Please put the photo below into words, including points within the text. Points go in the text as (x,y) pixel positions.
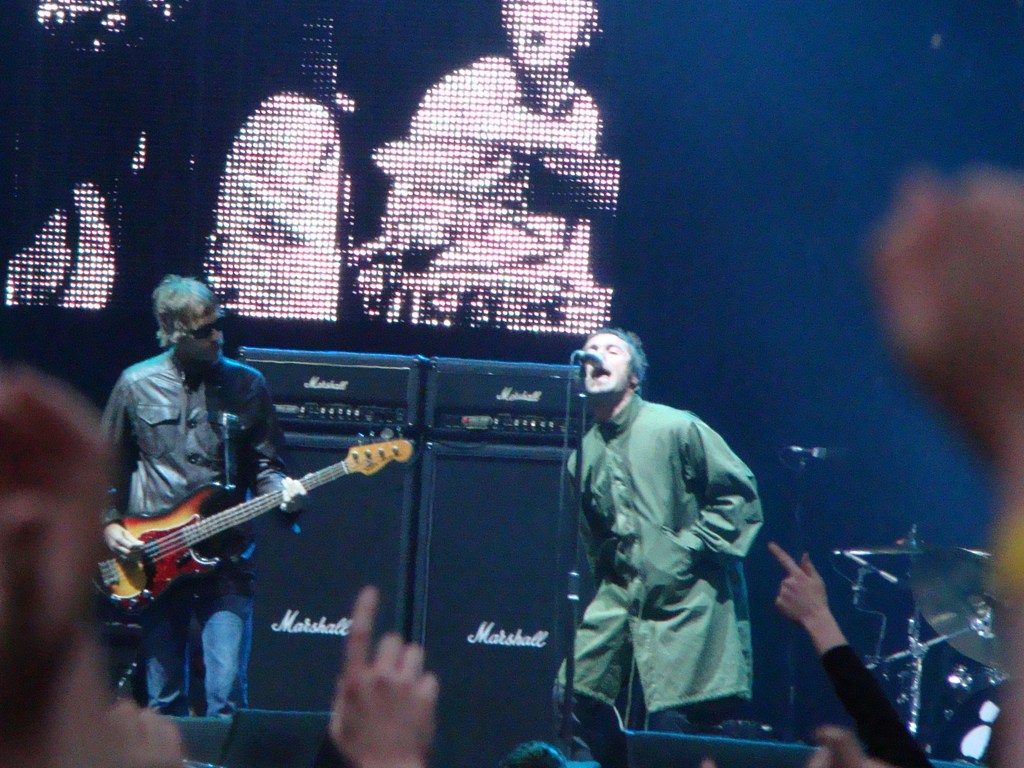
In this image on the right side (703,650) there is one person (622,490) who is standing in front of him there is one mike (578,517) it seems that he is singing. On the left side (211,639) there is one person (196,472) who is standing and he is holding a guitar (141,535) on the background (253,194) there is a screen (218,190) on the right side (1001,288) and left side (1,658) there are some people (999,302).
